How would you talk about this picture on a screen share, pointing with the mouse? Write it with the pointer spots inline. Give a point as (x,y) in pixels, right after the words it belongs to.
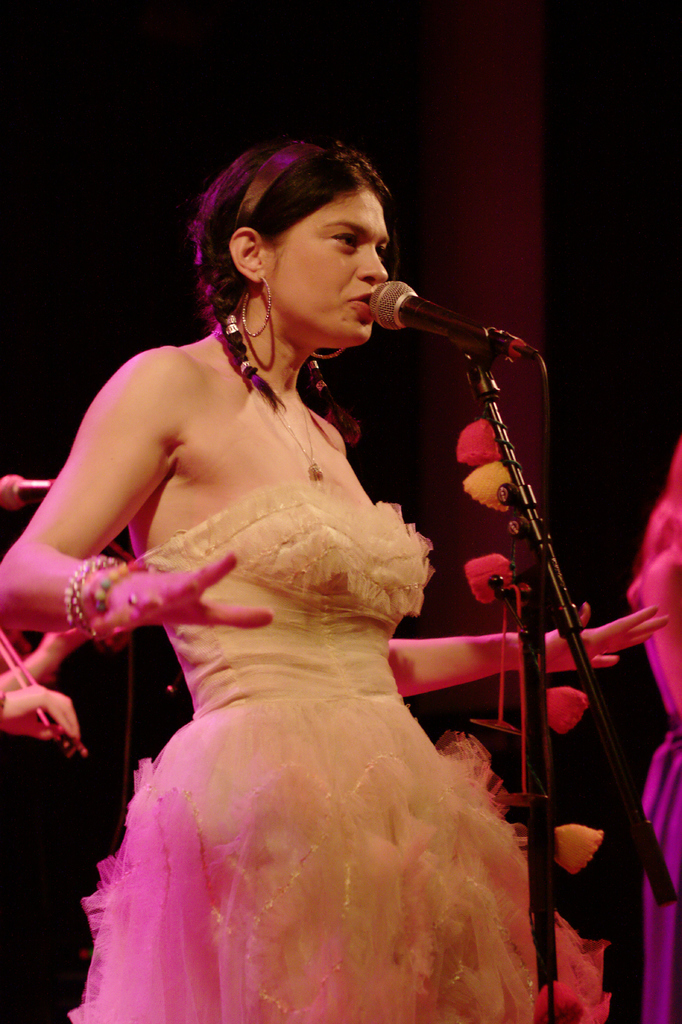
In this image there is a woman (380,788) standing. In front of her there is a microphone (437,320) to its stand (538,626). Behind her there are hands (53,667) of a person (42,690) and a microphone (39,499). The background (118,147) is dark.
